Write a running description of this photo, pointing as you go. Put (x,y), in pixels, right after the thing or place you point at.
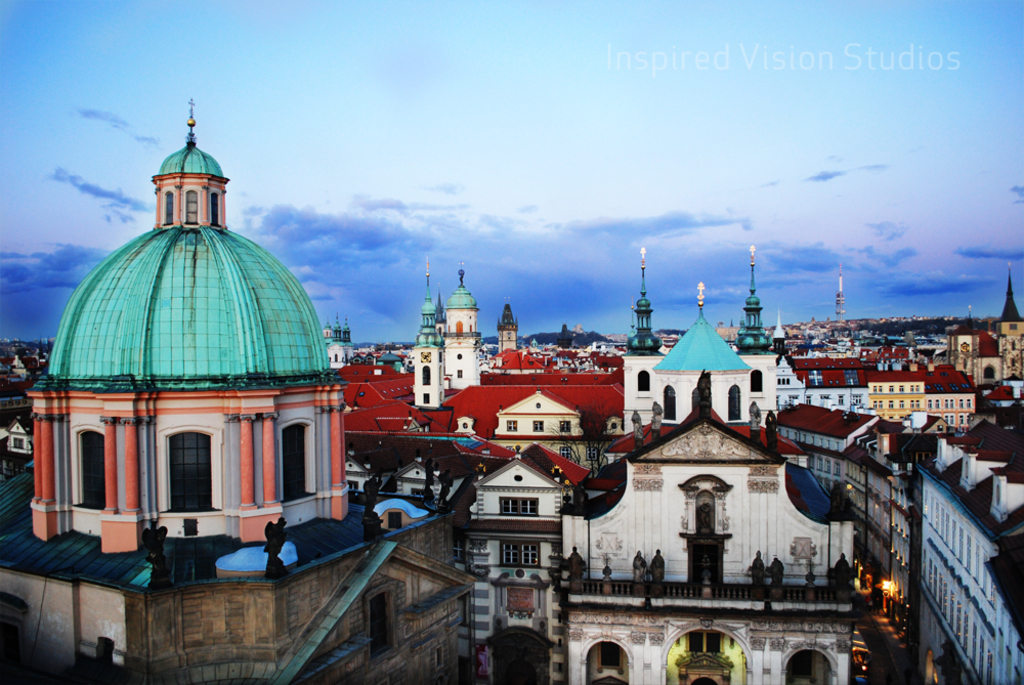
In this image, we can see many buildings (409,434) and towers (627,408) and at the top (646,199), there are clouds (548,229) in the sky (518,237).
